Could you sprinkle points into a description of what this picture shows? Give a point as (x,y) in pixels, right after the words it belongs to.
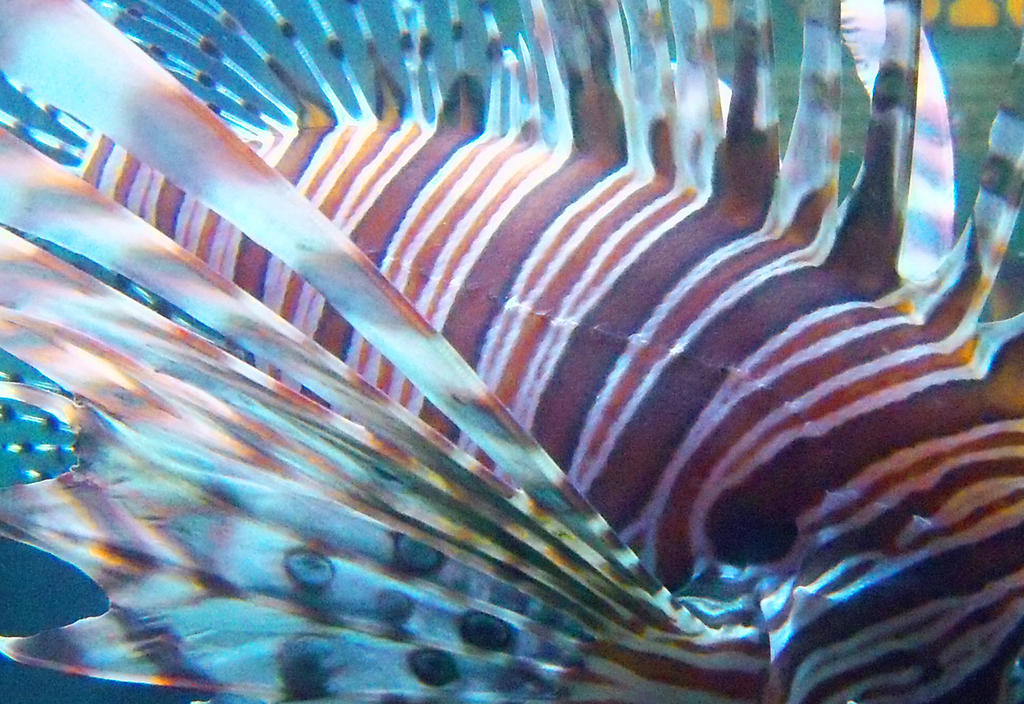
In this image it is looking like an underwater environment (31,675).
